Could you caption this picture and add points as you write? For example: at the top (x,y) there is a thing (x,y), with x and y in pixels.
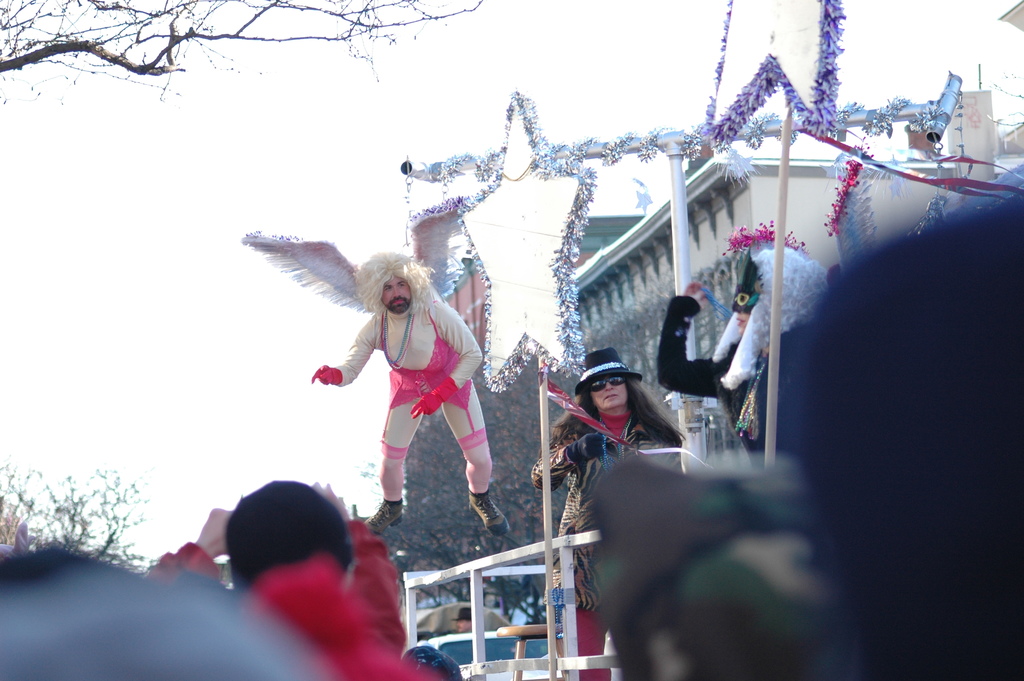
In this image I can see a person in air (380,209) and the person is wearing white and pink color dress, in front (734,521) I can see few other persons (714,518) standing. Background (806,201) I can see a building (706,204) in white color, trees (497,461) in brown color and the sky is in white color.
